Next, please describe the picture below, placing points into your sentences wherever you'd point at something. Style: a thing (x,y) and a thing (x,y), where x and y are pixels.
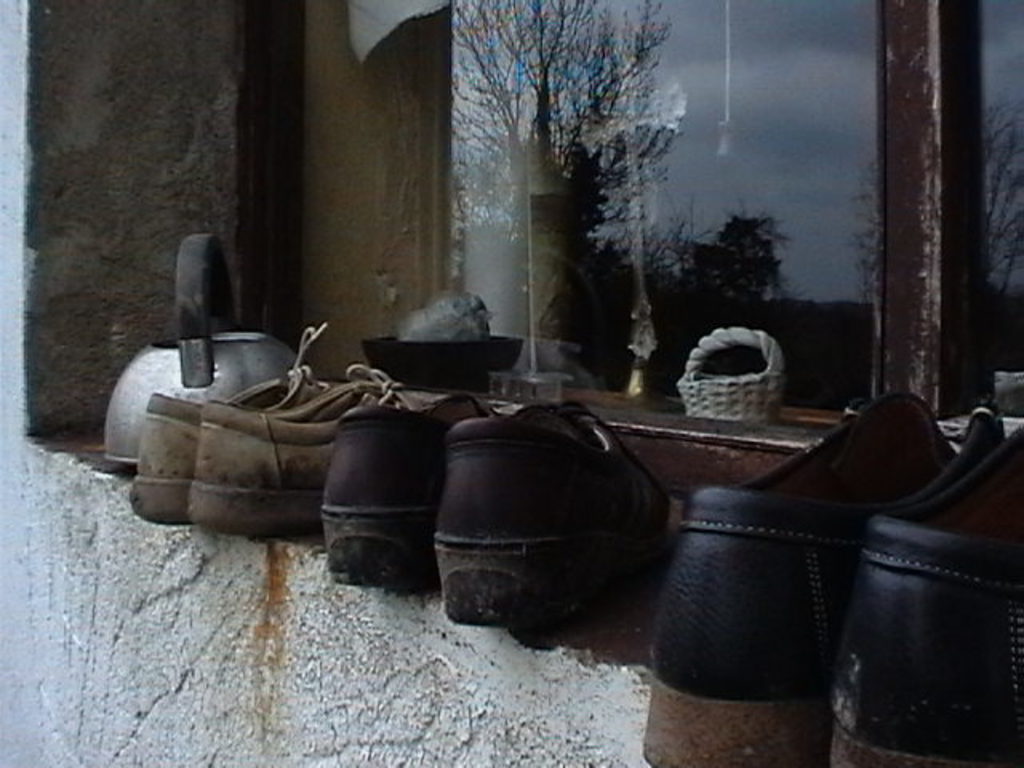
Here we can see teapot (236,382) and pair of shoes (811,480). On this glass (651,94) there is a reflection (589,132) of trees (565,123). Through this glass (775,125) we can see basket (763,394) and bowl (455,379).
